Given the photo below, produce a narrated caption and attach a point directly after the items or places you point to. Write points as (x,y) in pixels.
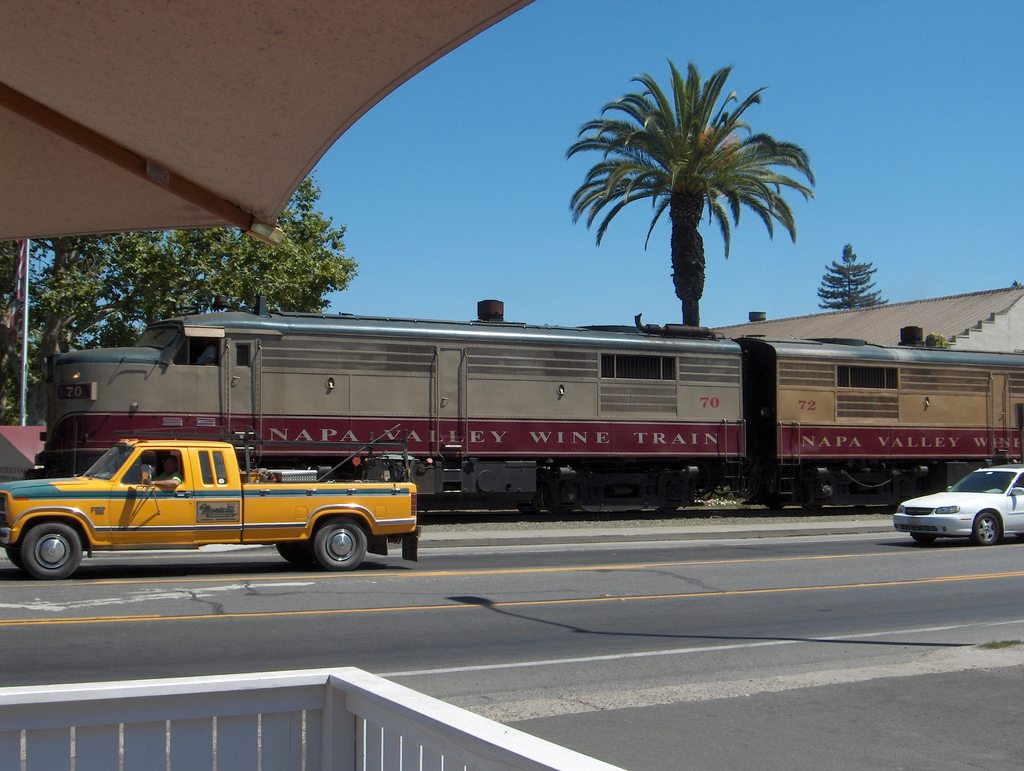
This image is clicked on a street (116,579), there is a car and truck (193,521) going on road (459,610) and behind it there is a train (257,398) moving on train track (606,514) followed by trees (658,125) and house (836,323) in the background (883,332) and above its sky (407,159).
